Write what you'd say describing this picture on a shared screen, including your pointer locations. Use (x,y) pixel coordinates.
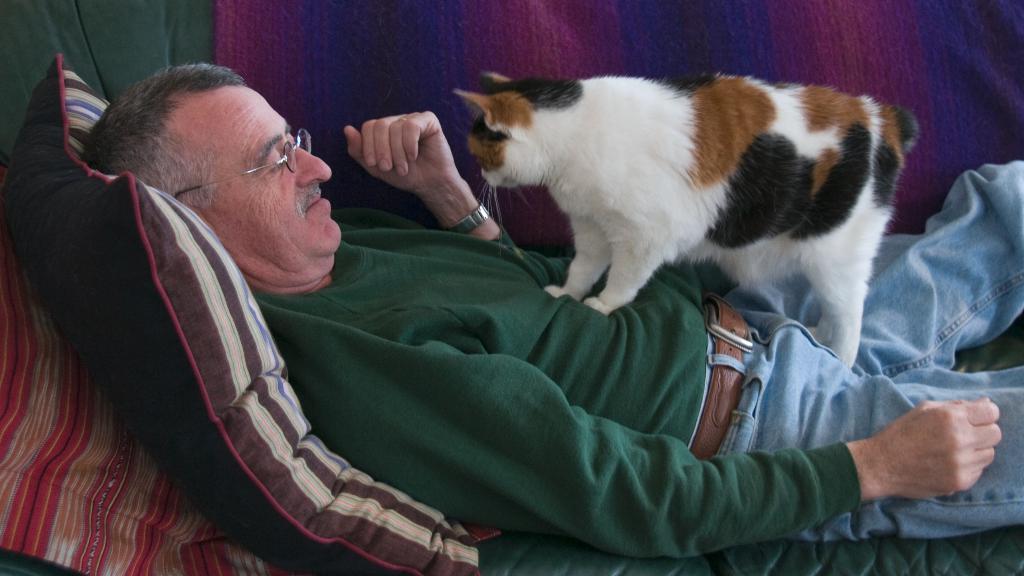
In this picture we can see a person (598,346) is lying on the cot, and the cat (753,244) is standing on his stomach (510,319), and here is the pillow (183,337) at the back (133,282).
